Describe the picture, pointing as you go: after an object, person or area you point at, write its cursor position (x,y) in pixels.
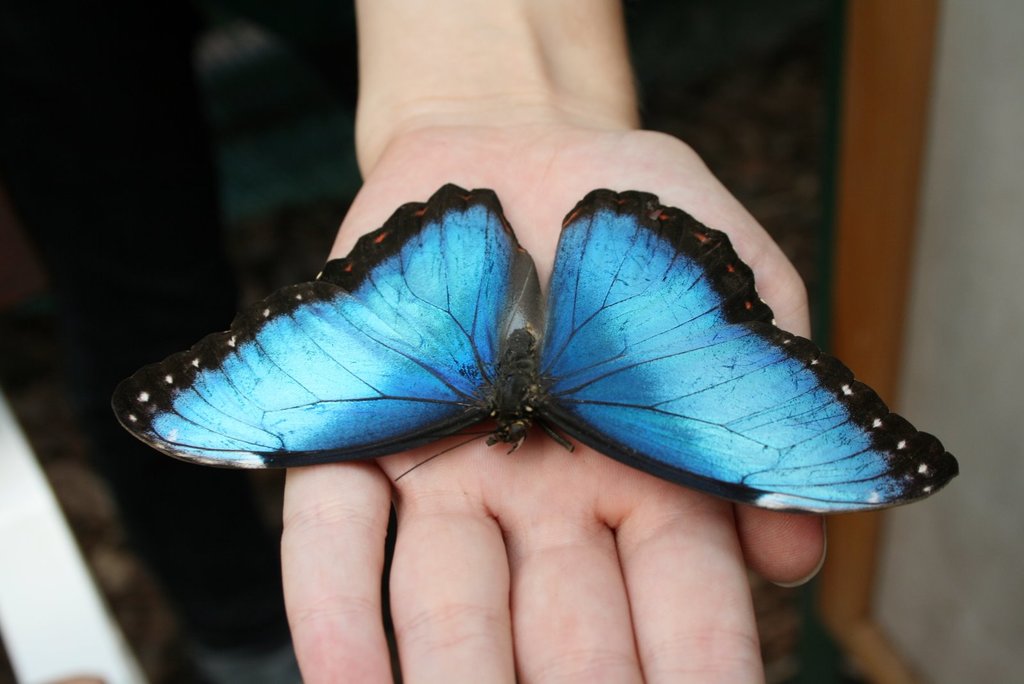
In this image I can see the butterfly (571,377) on the person's hand (544,513) and the butterfly (656,431) is in blue and black color.
